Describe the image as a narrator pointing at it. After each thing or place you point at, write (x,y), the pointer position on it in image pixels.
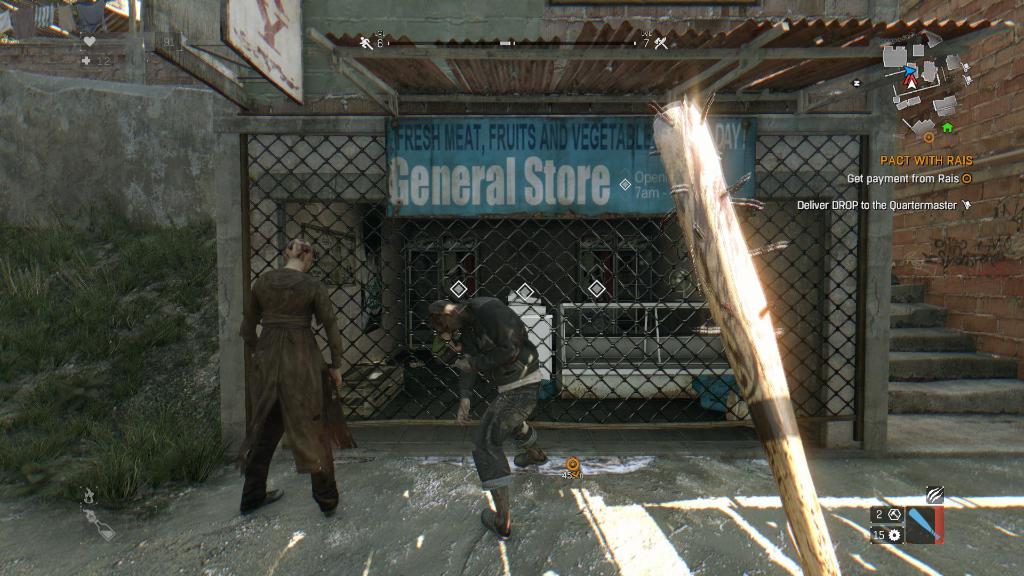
This is an animated image, in this image there are two persons (472,347) and there is a wooden rod (719,295), in the background (731,379) there is a mesh (381,158), on that mesh (379,144) there is a board (392,199), on that board (603,182) there is some text (588,134), in the top right (844,181) there is some text (935,203), on the left side (72,447) there is grass (88,286).
